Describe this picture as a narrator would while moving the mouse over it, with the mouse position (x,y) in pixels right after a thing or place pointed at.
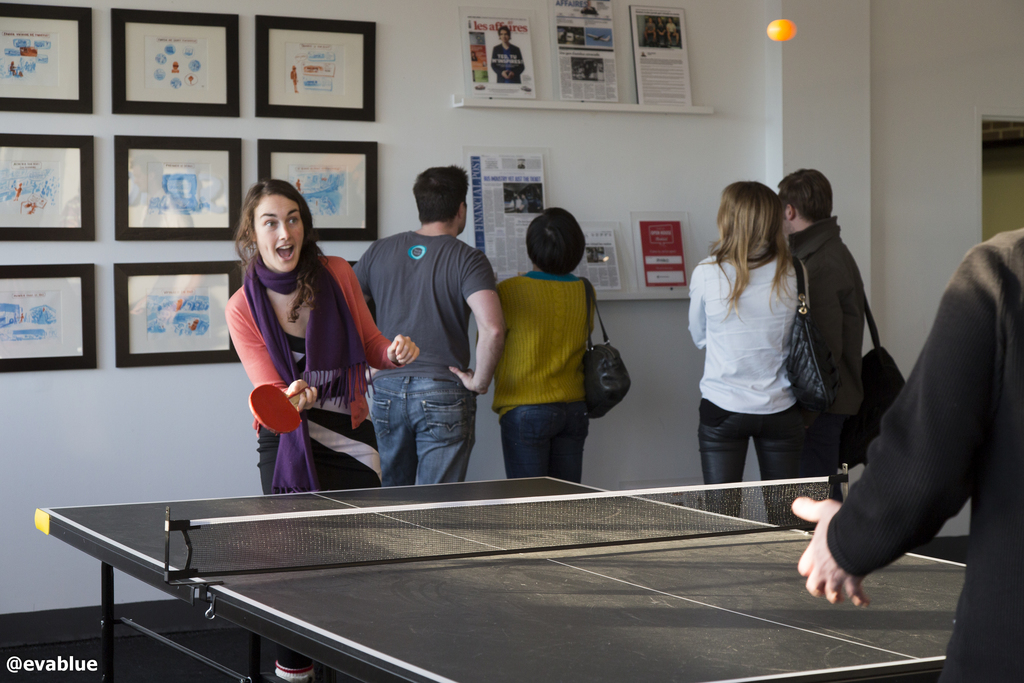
In this image I can see two people (250,355) are playing the table tennis. In the back ground (509,370) there are group of people (846,324) standing in-front of the board (619,253) and there are some frames (280,98) attached to the wall (867,132).
